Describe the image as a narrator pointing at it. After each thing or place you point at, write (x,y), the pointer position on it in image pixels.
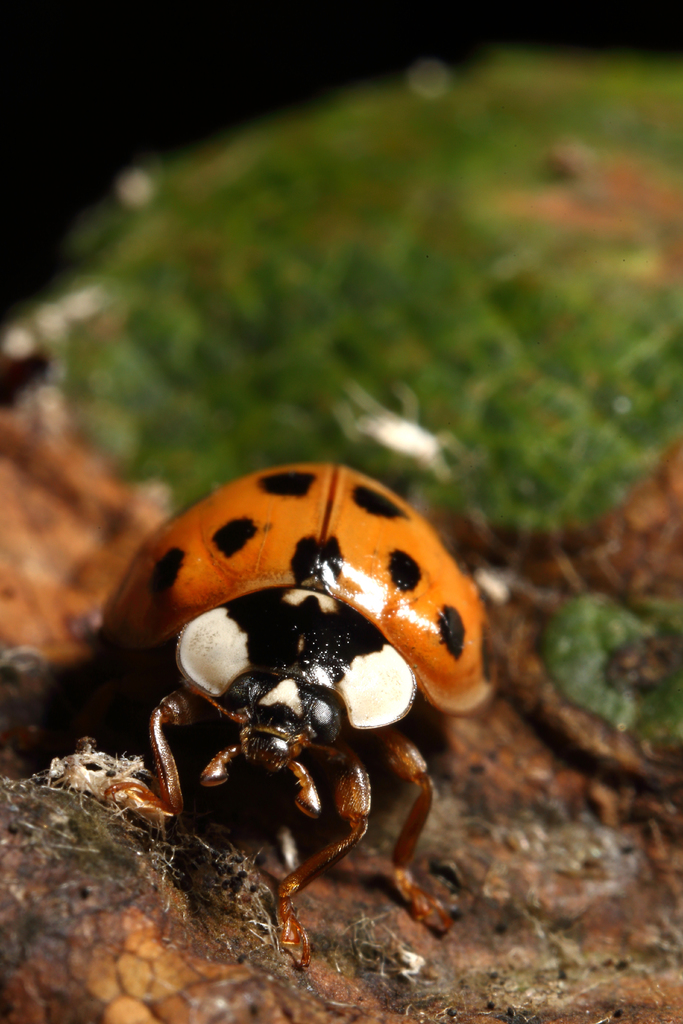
In the front of the image (158,577) I can see a ladybug (313,668) is on the surface (25,503). In the background of the image (9,55) it is blurry.
